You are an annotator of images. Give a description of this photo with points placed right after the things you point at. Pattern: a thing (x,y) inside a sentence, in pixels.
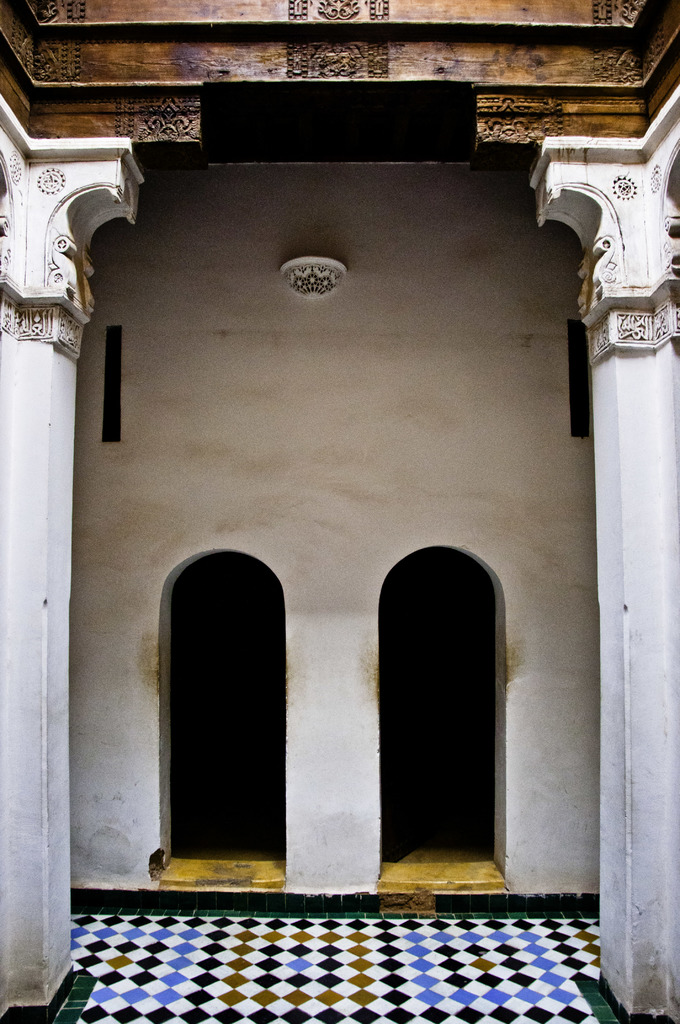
In this image, we can see a building (343,701) and at the bottom (258,982), there is a floor (267,976).
